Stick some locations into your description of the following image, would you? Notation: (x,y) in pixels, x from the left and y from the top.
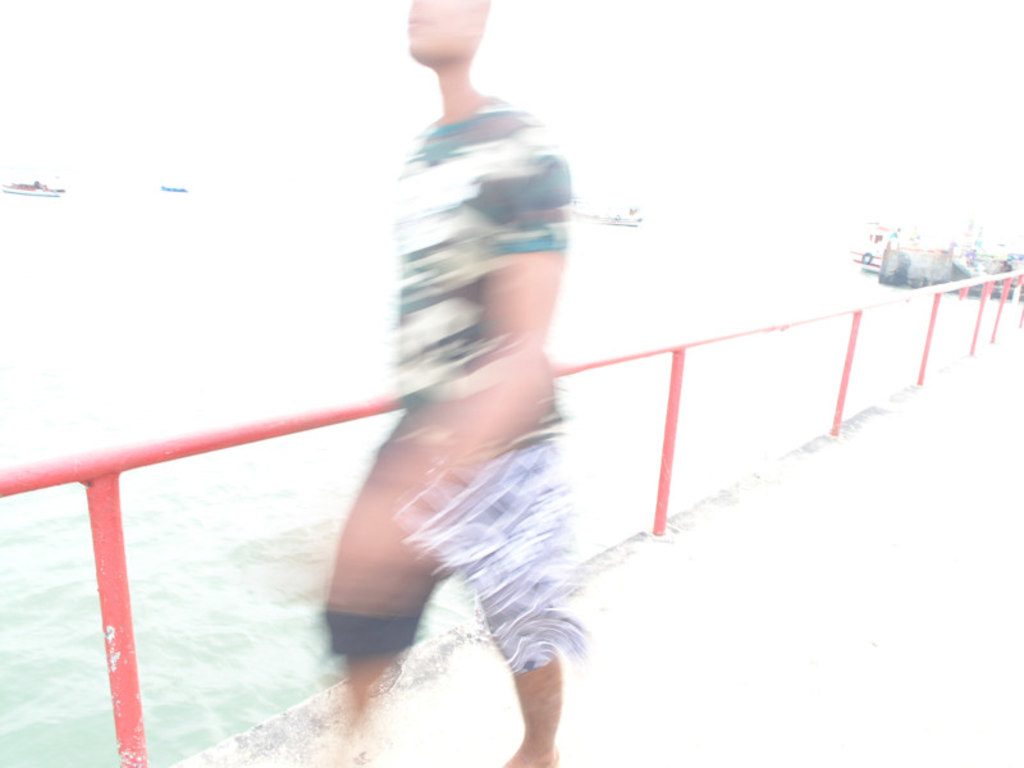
In front of the image there is a blur image of a person (483,490). Behind the person (412,518) there is railing (91,468). Behind the railing (127,600) there is water (801,334). There are few other things (873,249) in the background (918,265).
